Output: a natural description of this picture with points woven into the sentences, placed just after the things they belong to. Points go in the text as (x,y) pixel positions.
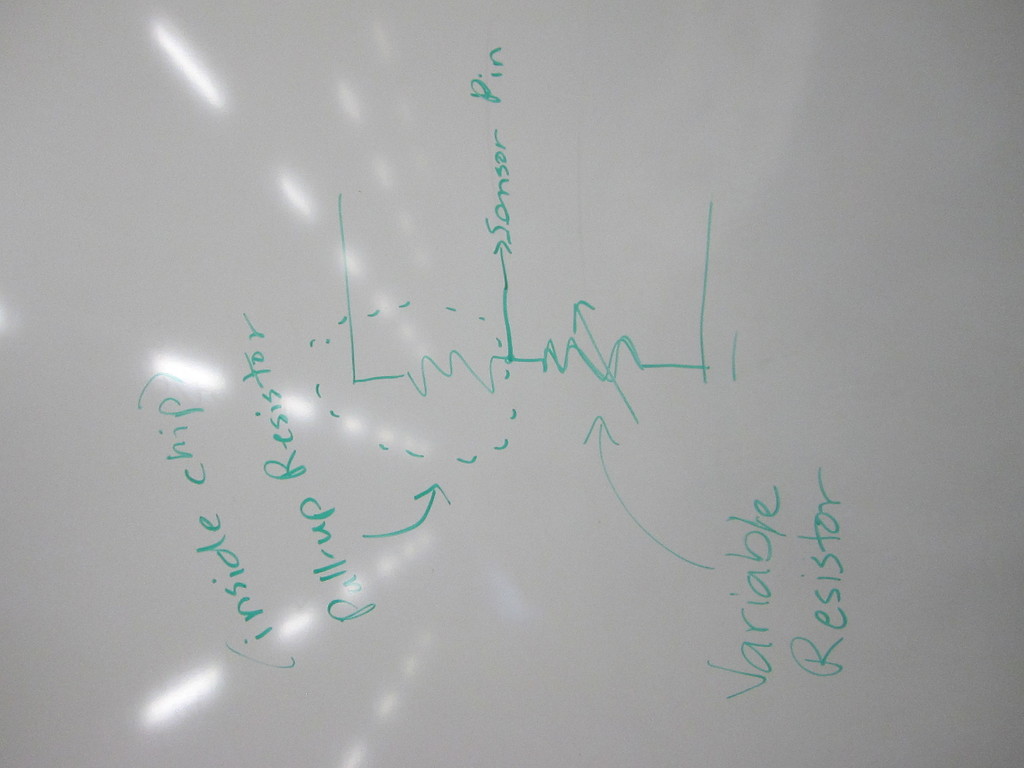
In this image we can see something is written on the whiteboard (624,260).
